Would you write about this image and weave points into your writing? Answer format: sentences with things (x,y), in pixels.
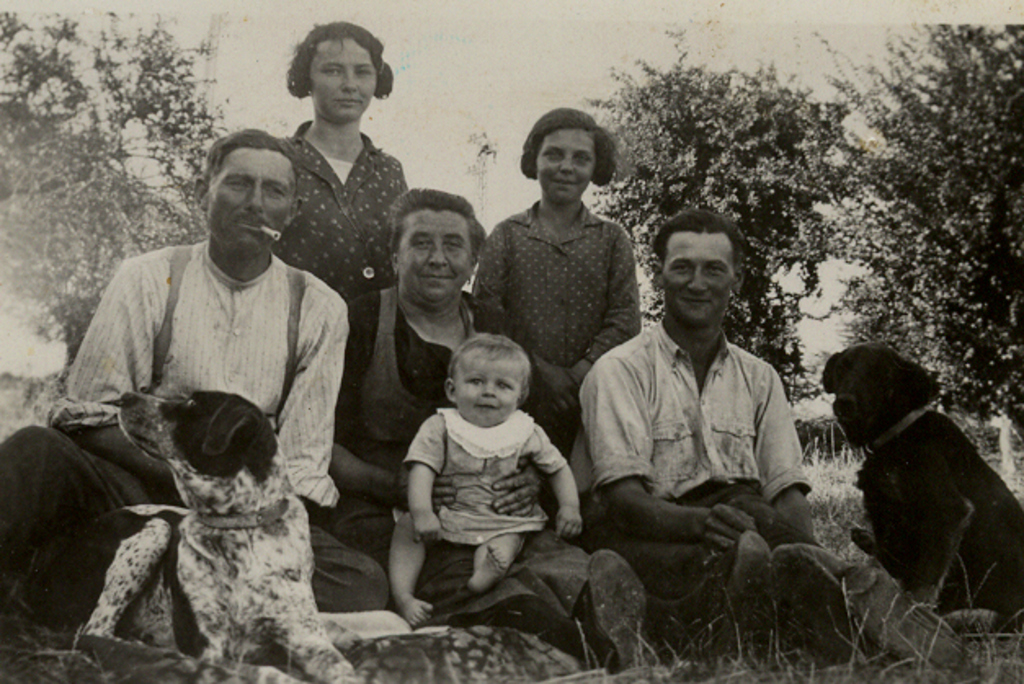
In this image I can see three person (213,315) and three children's (514,410). There are two dogs (287,583) sitting on the ground (994,662). At the back side (877,176) there are trees (972,197). On the left side (217,305) the person (259,168) is smoking a cigarette (267,229).
